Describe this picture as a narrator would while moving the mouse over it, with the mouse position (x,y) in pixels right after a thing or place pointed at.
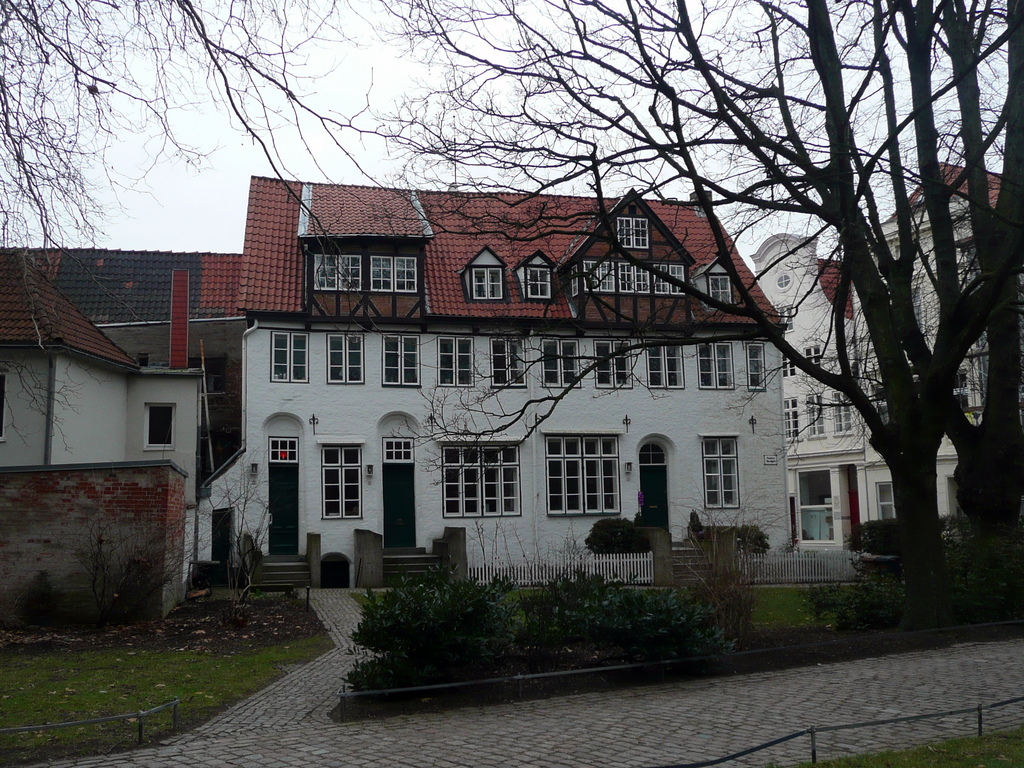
In this picture I can see the buildings (473,365). On the right (788,601) I can see the trees (633,346), plants (958,594) and grass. Beside the stairs (388,576) I can see the wooden fencing (571,561). At the top (369,25) I can see the sky (369,28).
